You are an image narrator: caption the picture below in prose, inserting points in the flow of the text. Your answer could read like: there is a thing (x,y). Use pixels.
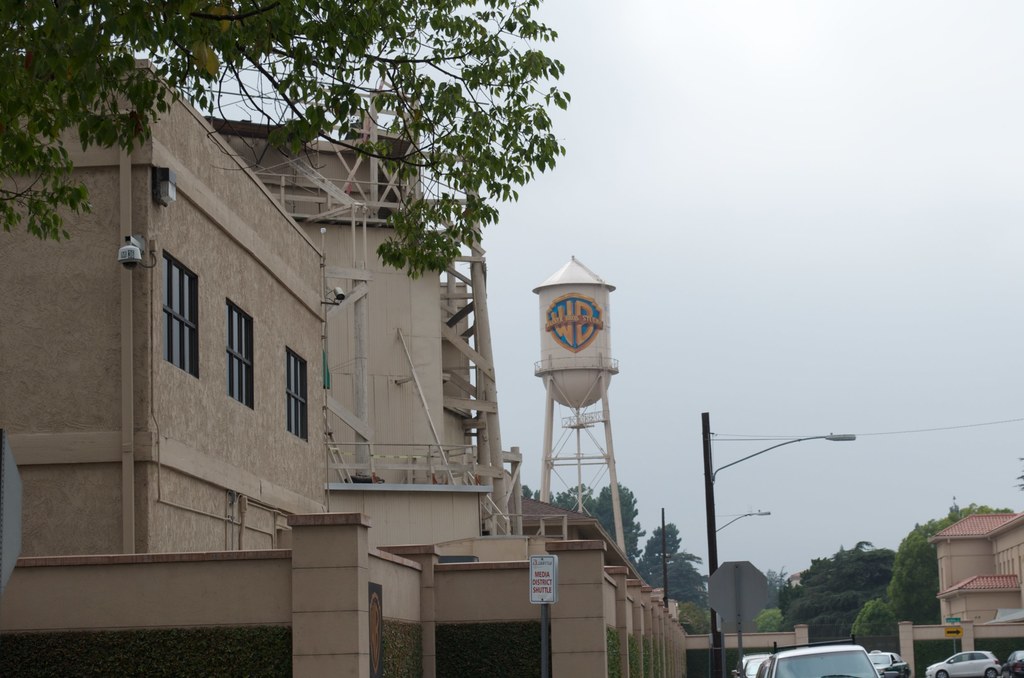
In this image, on the right side (795,618), we can see some cars (892,676), buildings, trees (860,553). In the middle of the image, we can see street light (707,463), electric pole (707,463), electric wires (722,440). On the left side (111,447), we can see some buildings (139,309), camera (130,248), trees (334,8), tower (565,352). At the top (762,69), we can see a sky (783,121).
